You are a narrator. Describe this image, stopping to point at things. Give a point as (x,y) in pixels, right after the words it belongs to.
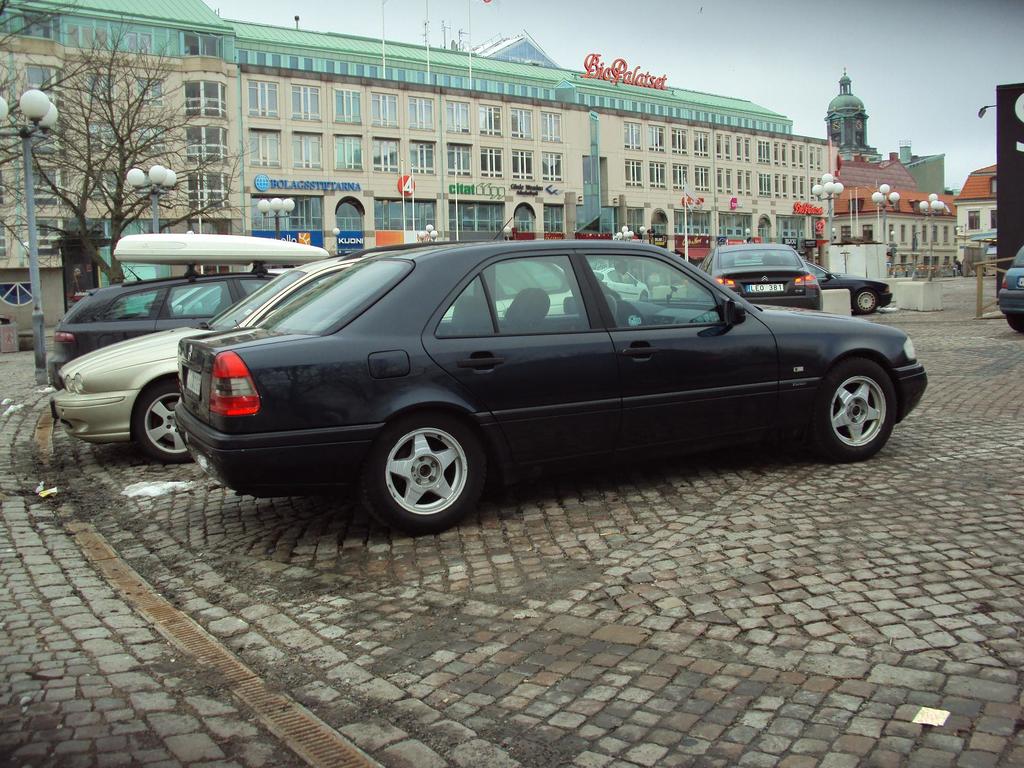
In the center of the image (482,358) we can see cars (450,360) on the road (1011,752). In the background (550,174) we can see buildings (285,143), trees (146,128), lights (282,208) and sky (790,31).
